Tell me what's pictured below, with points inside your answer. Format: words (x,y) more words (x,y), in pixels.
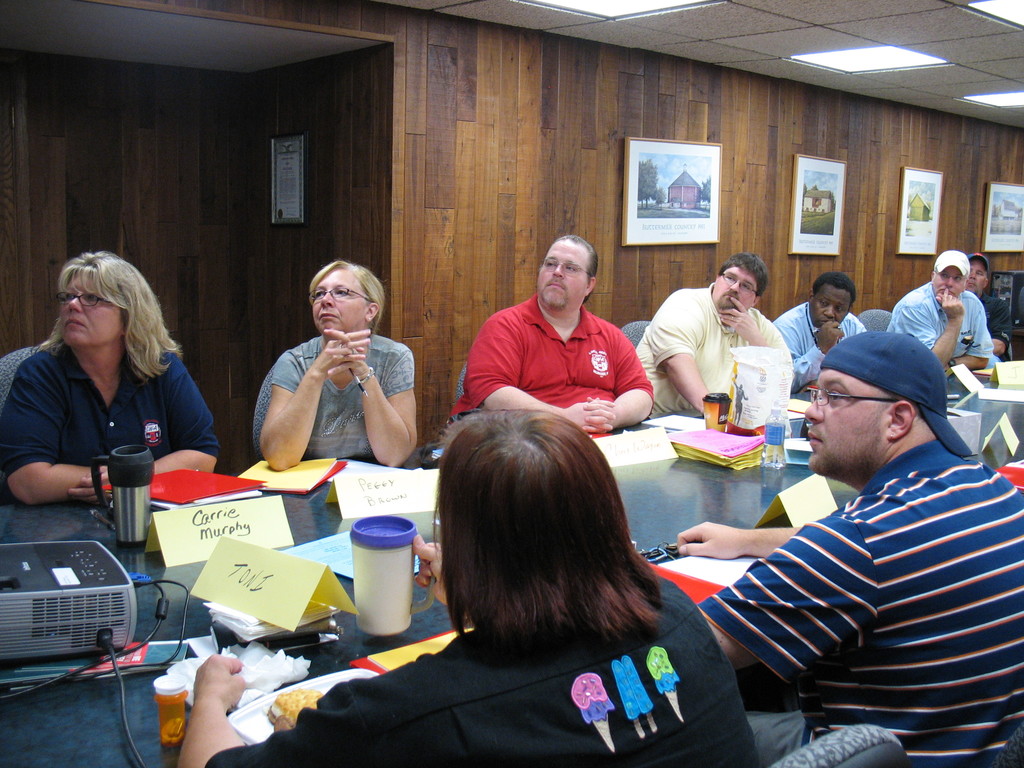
In the image it looks like some conference, there are a group of people (566,546) sitting around the table (156,566) and on the table (259,670) there are papers (264,562) and some other objects (128,492), on the left side (8,573) there is a projector (100,592), in the background (252,79) there is a wooden wall (628,86) and there are some frames (691,194) attached to the wooden wall (745,141).
